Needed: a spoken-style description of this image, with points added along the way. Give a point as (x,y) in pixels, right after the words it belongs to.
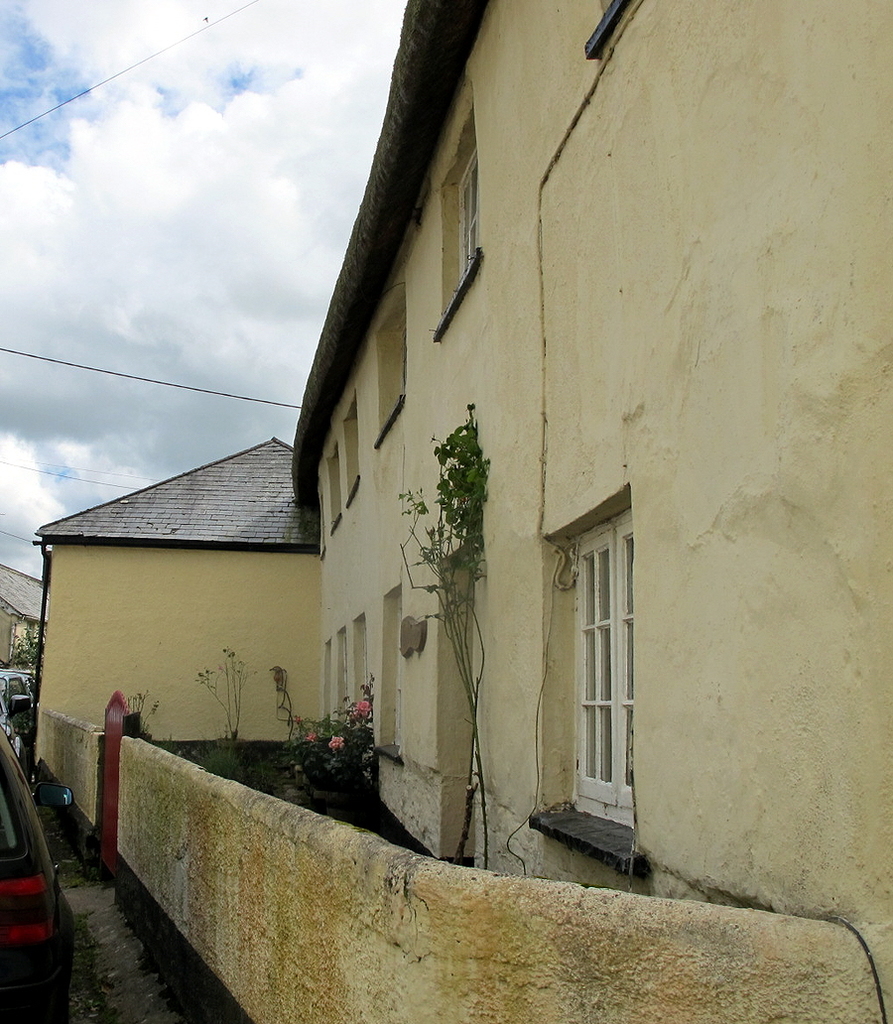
In this image we can see buildings (376,715), a gate (115,812) attached to the building (383,575), plants (361,763) with flowers (310,737) and cars (53,913) in front of the building (389,708), wires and sky (182,178) in the background (185,343).
